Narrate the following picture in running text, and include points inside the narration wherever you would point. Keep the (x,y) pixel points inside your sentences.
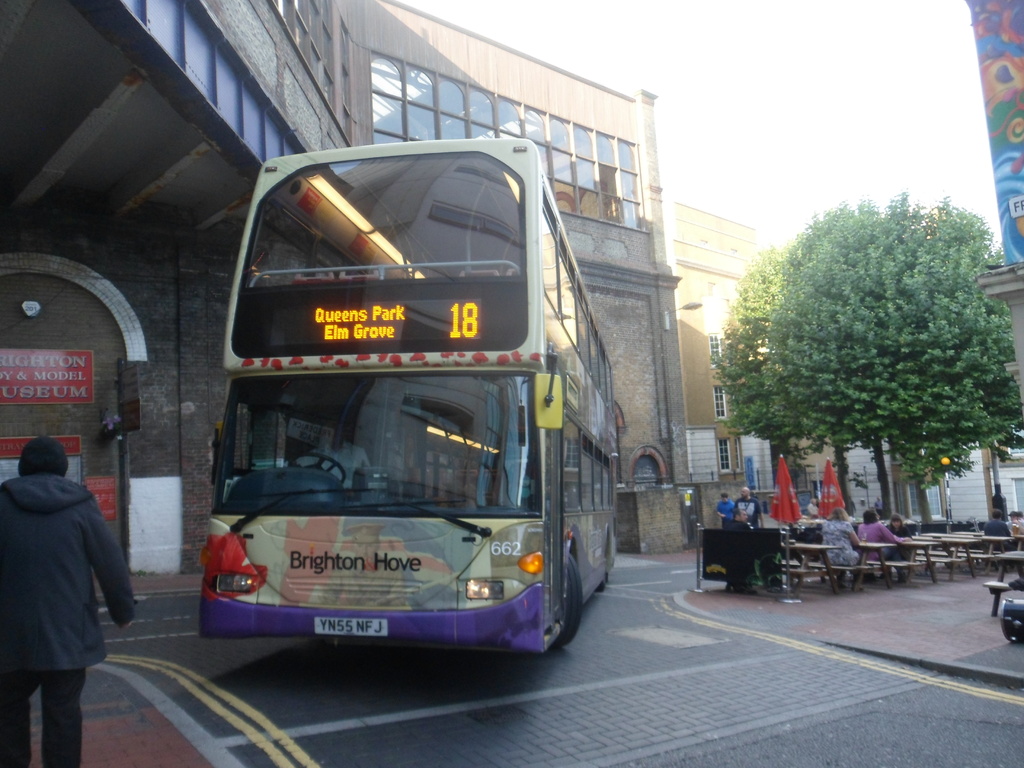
In this picture we can see a bus (602,452) on the road (718,725), benches (918,545), umbrellas (782,492), tree (789,330), banner (1010,26), buildings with windows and some people (62,680) and in the background (540,46) we can see the sky (797,143).
